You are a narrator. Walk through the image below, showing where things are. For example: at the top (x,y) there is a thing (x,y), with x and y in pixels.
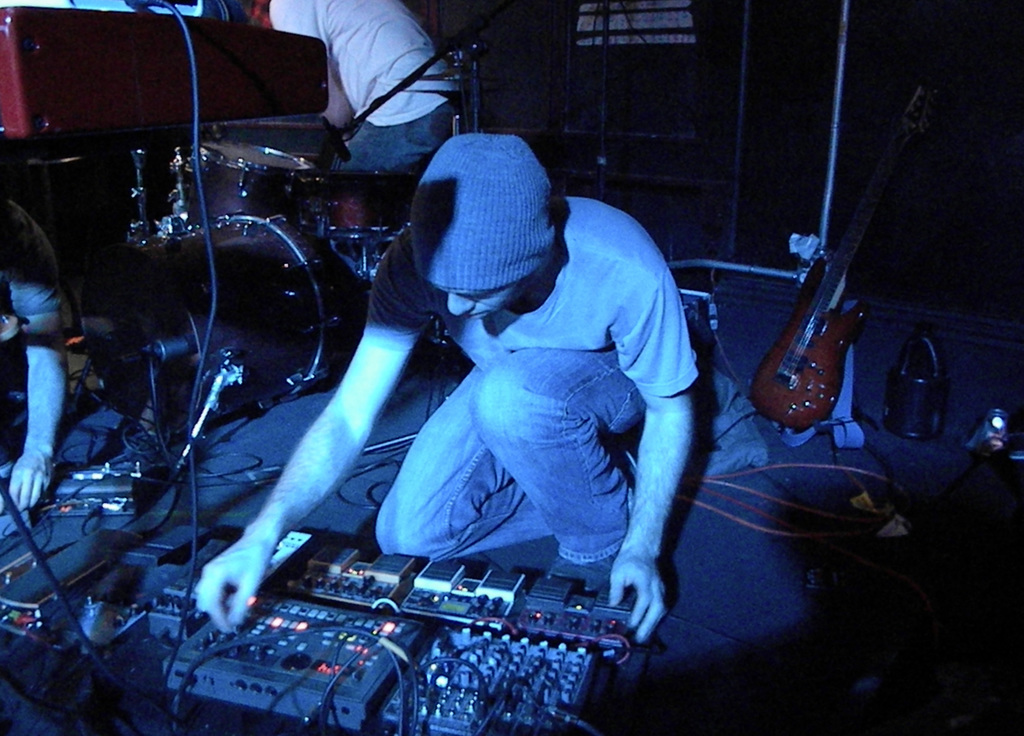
Here is the man (536,417) sitting in squat position. This looks like a controlling device (285,661). These are the cables (184,480) laying on the floor (176,513). This is a guitar (841,339) placed on the floor (916,509). I can see person (381,46) sitting on the bench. These are the drums (345,179). This looks like another musical instrument (145,69) which is red in color. I can see black color object (915,389) placed on the floor (916,446). At the left corner of the image (39,468) I can see person hand (36,415).
